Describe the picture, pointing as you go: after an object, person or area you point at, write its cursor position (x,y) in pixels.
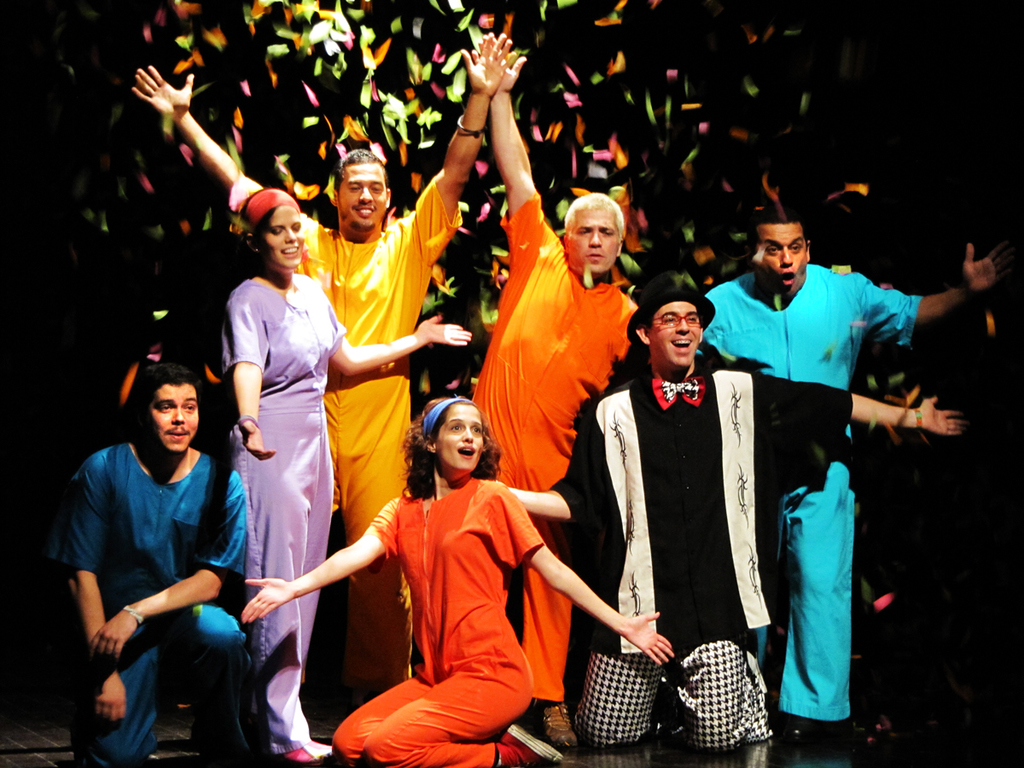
This picture shows few people (523,413) standing and few (495,529) are seated on the knees (604,736) and we see a man (639,378) wore a cap (647,314) on his head (668,329) and we see color papers (284,7).
